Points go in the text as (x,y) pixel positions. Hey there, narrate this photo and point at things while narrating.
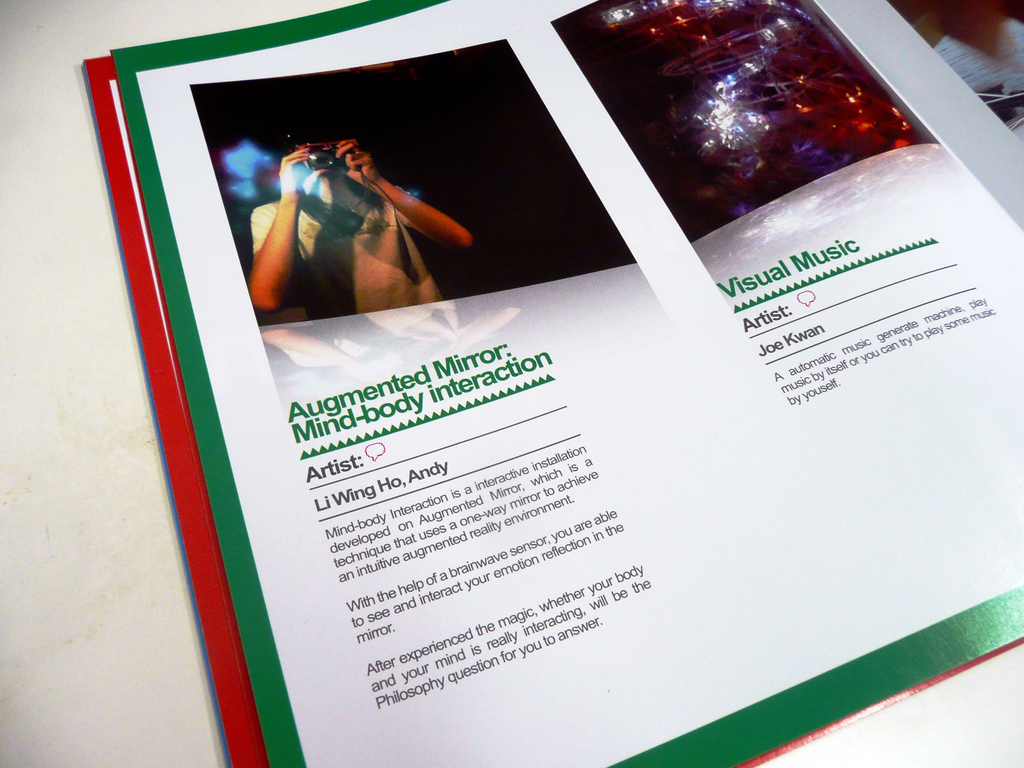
In this image, we can see a magazine (652,562). In this magazine (634,580), we can see few pictures (398,195) and information (791,380). Here we can see a person (354,199) is holding a camera (327,156). On the left side of the image (85,372), we can see white and red colors. Right side (1018,8) top corner, there are few objects (940,53).
